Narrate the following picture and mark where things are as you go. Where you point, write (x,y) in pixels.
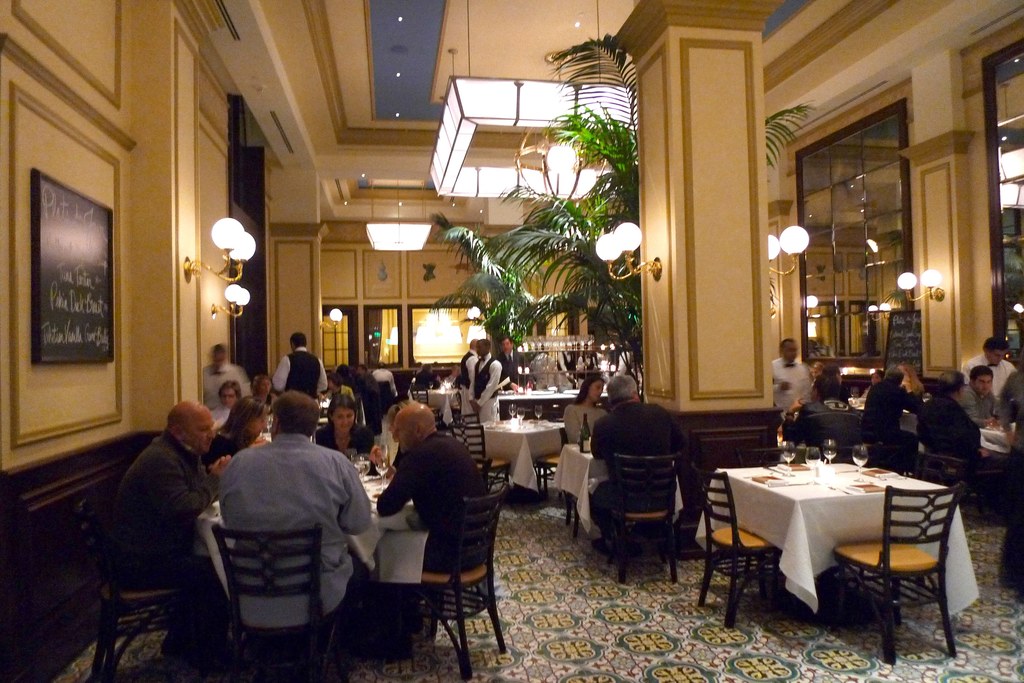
In this picture it seems like a restaurant (722,472) with many people (342,511) on the dining table (379,515). Its a beautiful carpet (604,610) on the floor (607,580) and some trees (590,245) in the middle of the picture (562,241) and some lamps (237,237) to the walls (207,284). There is beautiful ceiling (341,102) and the mirrors (426,334) all around.
